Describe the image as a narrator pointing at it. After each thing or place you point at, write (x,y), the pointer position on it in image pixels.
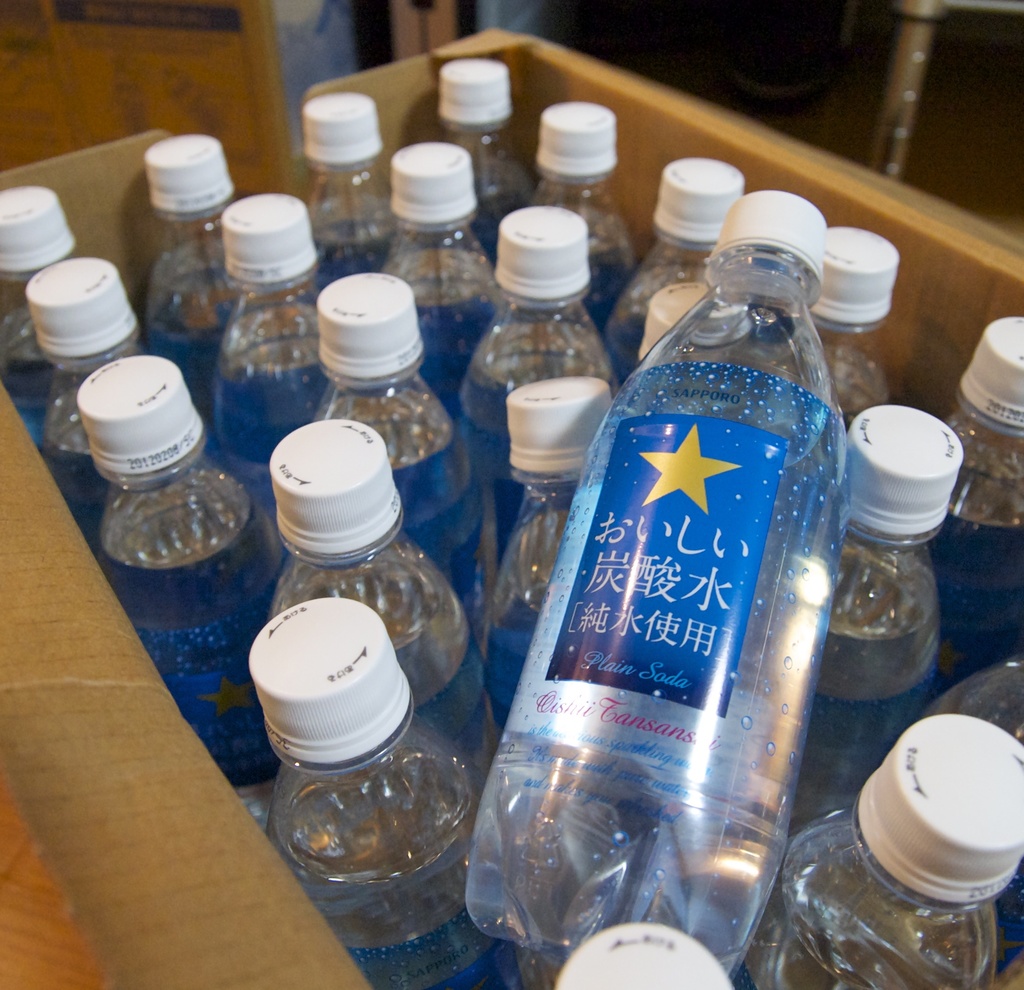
In this image I can see group of water bottles (585,614) in a box (185,914).
